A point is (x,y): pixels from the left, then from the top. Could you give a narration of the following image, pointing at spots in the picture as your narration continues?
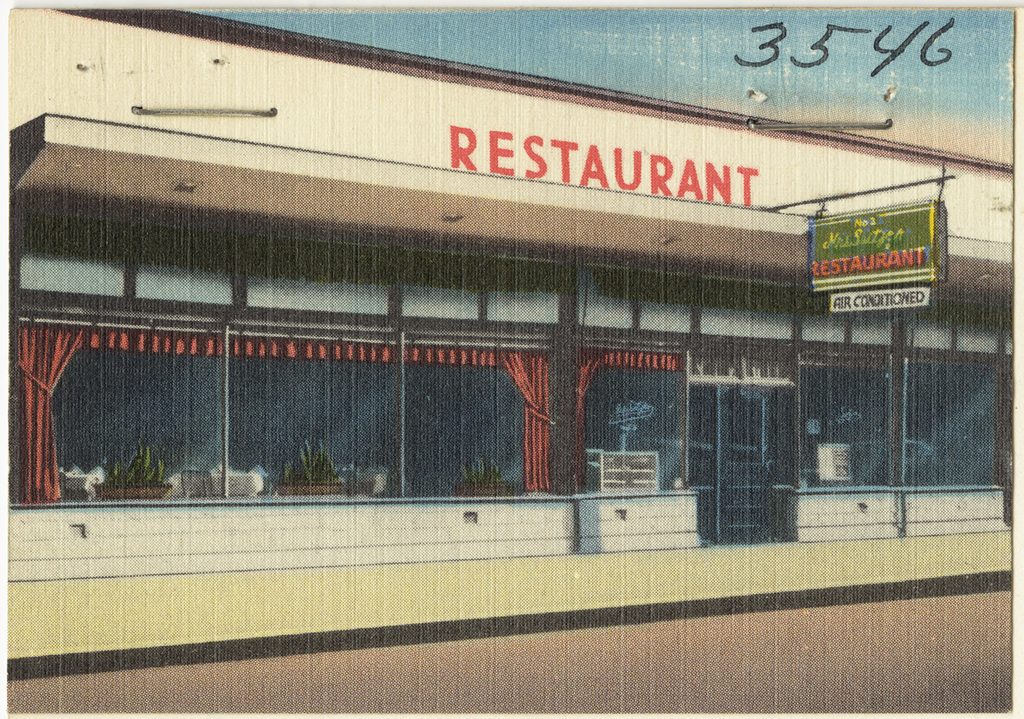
In this image I can see the photograph of a building (391,213) which is cream and brown in color. I can see few glass windows (92,444) through which I can see few plants (315,465) and few curtains (544,447) which are red in color. I can see a board (887,245) and in the background (847,84) I can see the sky (702,53).
